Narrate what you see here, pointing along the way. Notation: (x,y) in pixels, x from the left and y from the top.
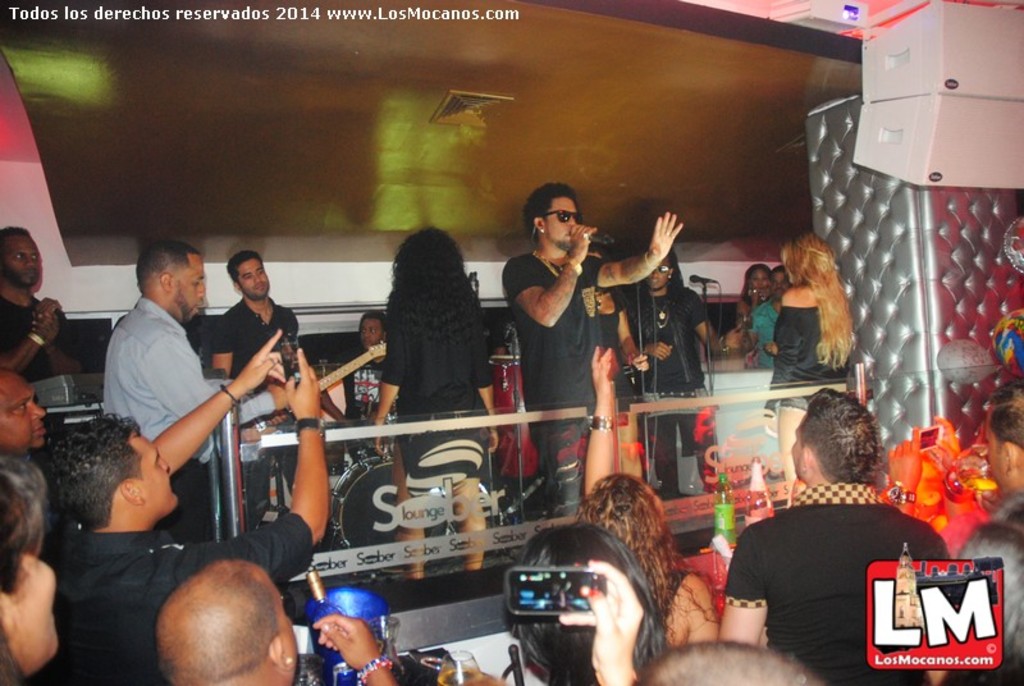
In this image I can see a group of people (626,545) standing, a person (571,333) holding the mike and in between there are musical instruments (498,368). There are water marks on the image one at the top (452,17) and one at the bottom (986,622).
